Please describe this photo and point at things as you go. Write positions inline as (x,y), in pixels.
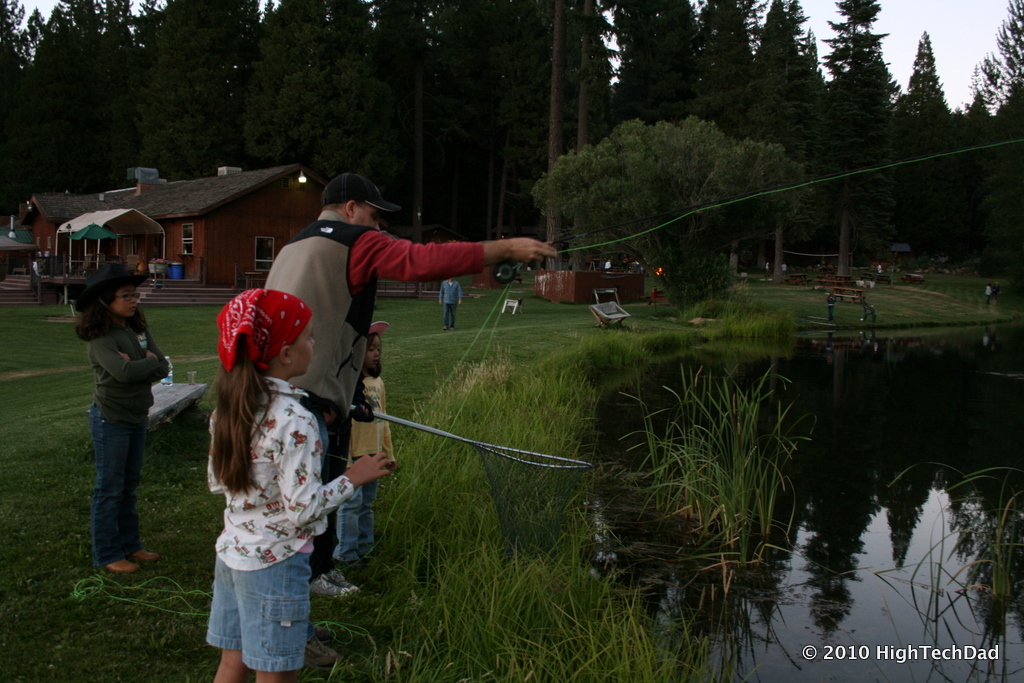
In this image we can see few people (115,390). One person (343,407) is holding a net (543,454). Few (321,300) are wearing caps (344,202) and one child (246,367) is wearing a scarf (262,332). On the right side (824,440) there is a pond (835,492). On the ground (47,366) there are plants (626,352). In the back (515,75) there are trees (604,83). Also there is a building (147,236) with windows (260,239) and steps (231,289). In the background (883,27) there is sky (885,20).
